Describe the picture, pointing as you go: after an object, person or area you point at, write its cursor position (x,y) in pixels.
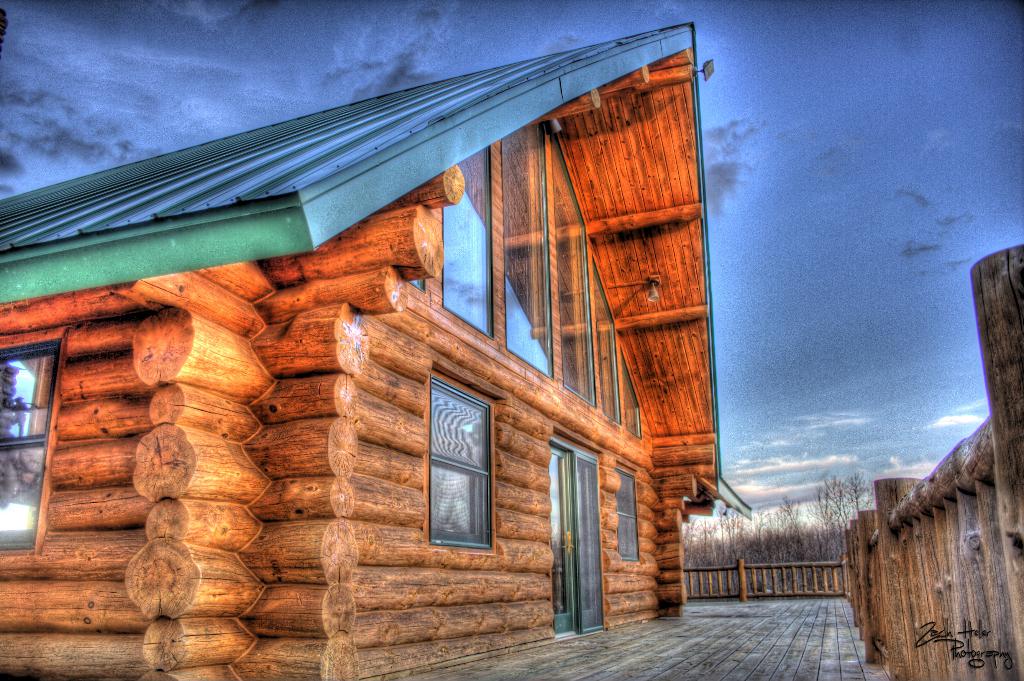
This is a wooden houses (440,483), there are glasses (483,195) in it. In the right side (732,384) it is a sky (827,121).
